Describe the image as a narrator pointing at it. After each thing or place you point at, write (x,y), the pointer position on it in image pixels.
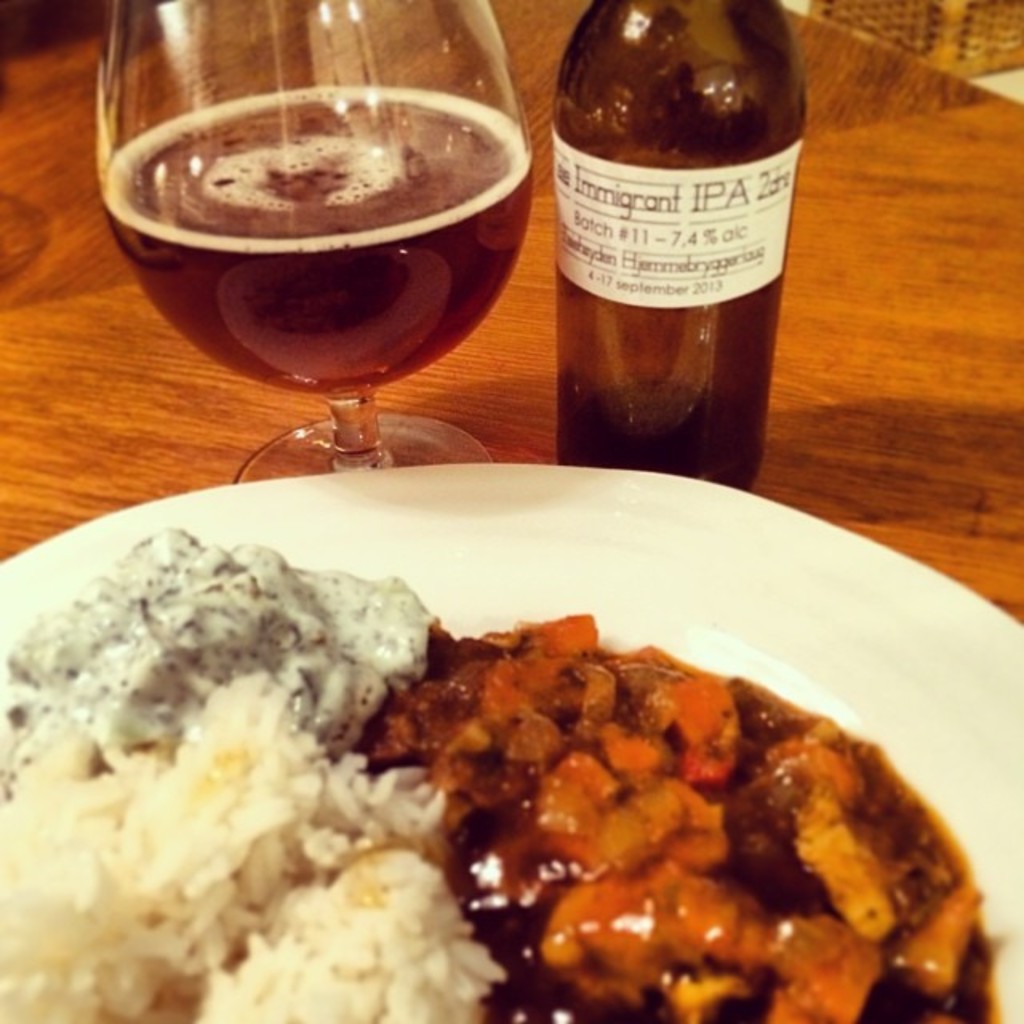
In the middle of the image (554,360) there is a table (82,185) on the table (1016,573) there is a plate (609,513) and food (508,715) and there is a bottle (582,176) and there is a glass (313,63).
